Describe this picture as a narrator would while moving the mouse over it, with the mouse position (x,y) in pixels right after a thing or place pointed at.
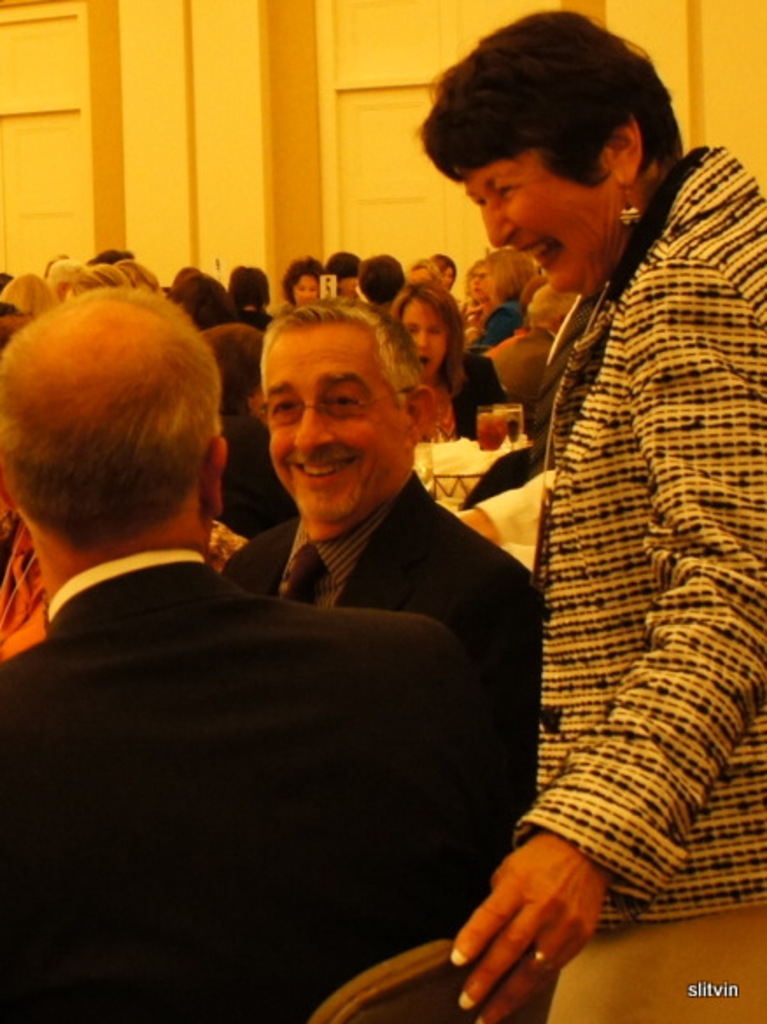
In this image I can see the group of people (346,492) sitting and one person (624,525) is standing. These people (246,524) are wearing the different color dresses (275,565). There is a table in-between these people (438,507). On the table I can see the glasses (428,483) with drink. In the background (230,152) I can see the wall (264,180).
